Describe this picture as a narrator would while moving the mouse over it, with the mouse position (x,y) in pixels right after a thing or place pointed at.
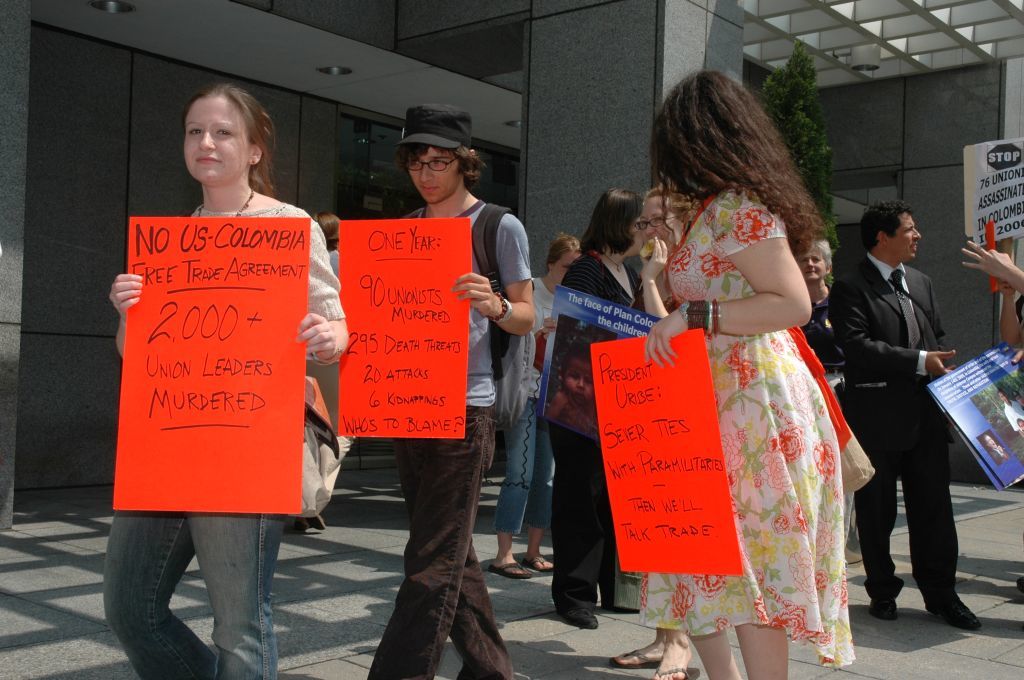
In this picture there are group of people (322,227). On the left side of the image (254,246) there are two persons (120,298) holding the placards (300,361) and walking and there are group of people (567,525) standing and holding the placards (633,410). At the back (76,25) there is a building (89,20) and tree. There is a text (645,372) on the placards (686,352).
